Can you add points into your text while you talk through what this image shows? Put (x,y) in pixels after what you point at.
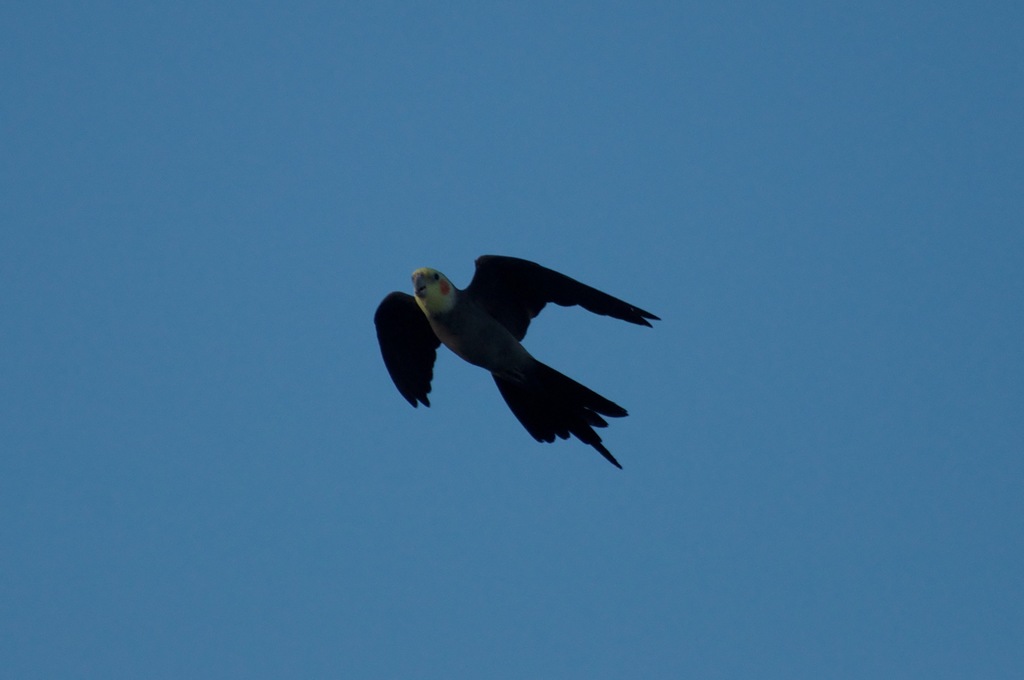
In this picture, we see the bird (565,296) in black color is flying in the sky (613,348). In the background (668,365), we see the sky (759,327), which is blue in color.
